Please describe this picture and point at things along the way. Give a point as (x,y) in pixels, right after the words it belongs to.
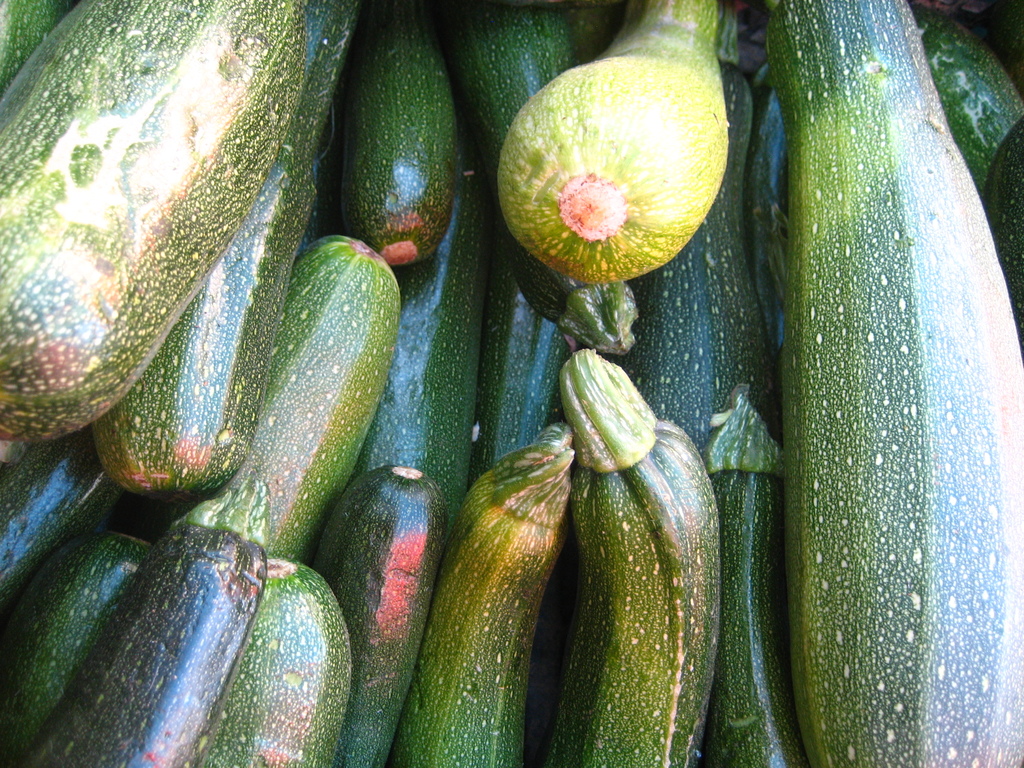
In this image we can see some vegetables (480,573).
